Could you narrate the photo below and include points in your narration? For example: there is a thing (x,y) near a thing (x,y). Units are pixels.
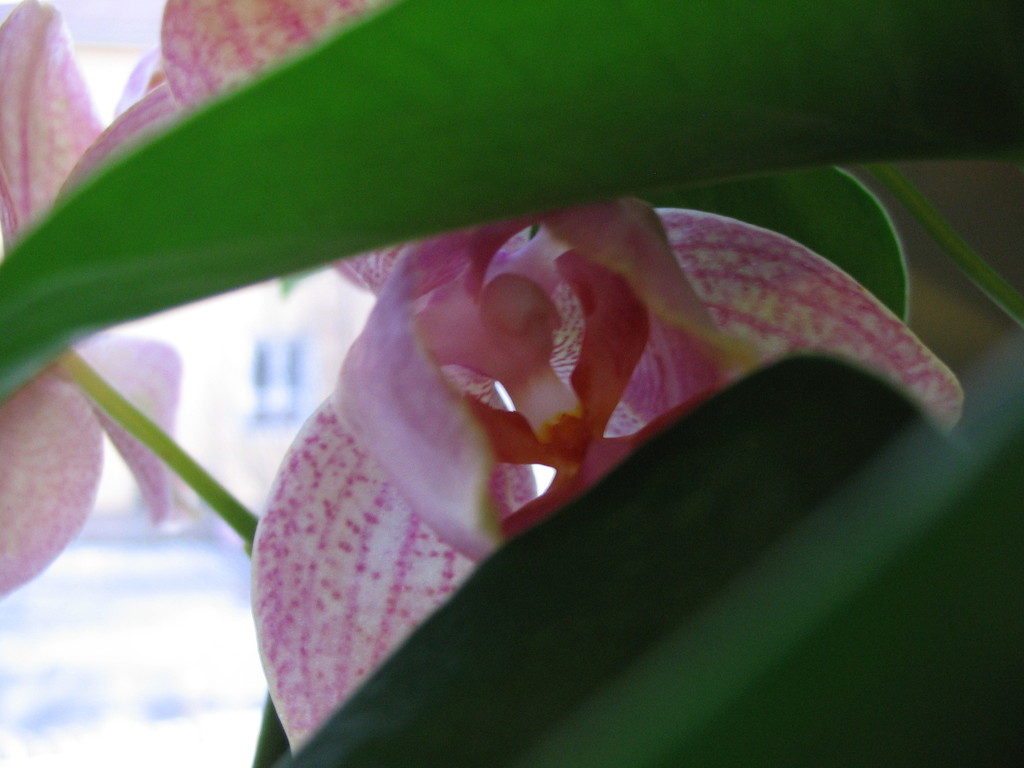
In this image I can see a flowering plants (529,427) and a house (239,396). This image is taken during a day.
